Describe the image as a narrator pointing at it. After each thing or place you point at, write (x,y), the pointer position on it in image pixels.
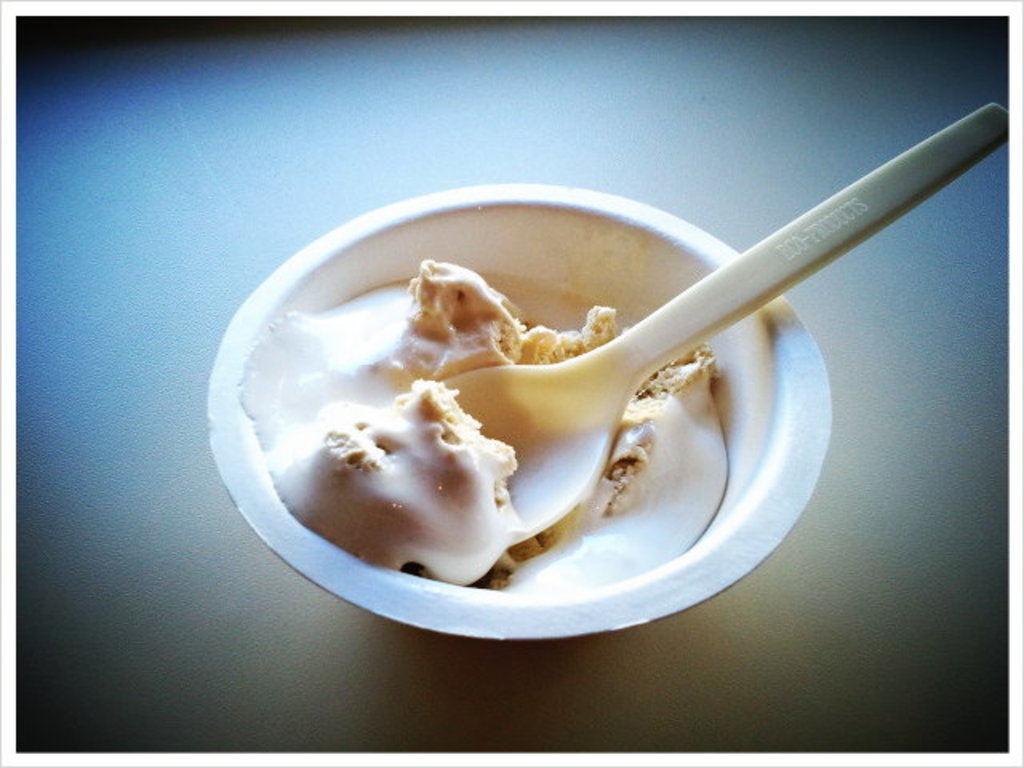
Here in this picture we can see a table (423,187), on which we can see a ice cream cup (362,368) present and we can also see a spoon (693,303) present.
